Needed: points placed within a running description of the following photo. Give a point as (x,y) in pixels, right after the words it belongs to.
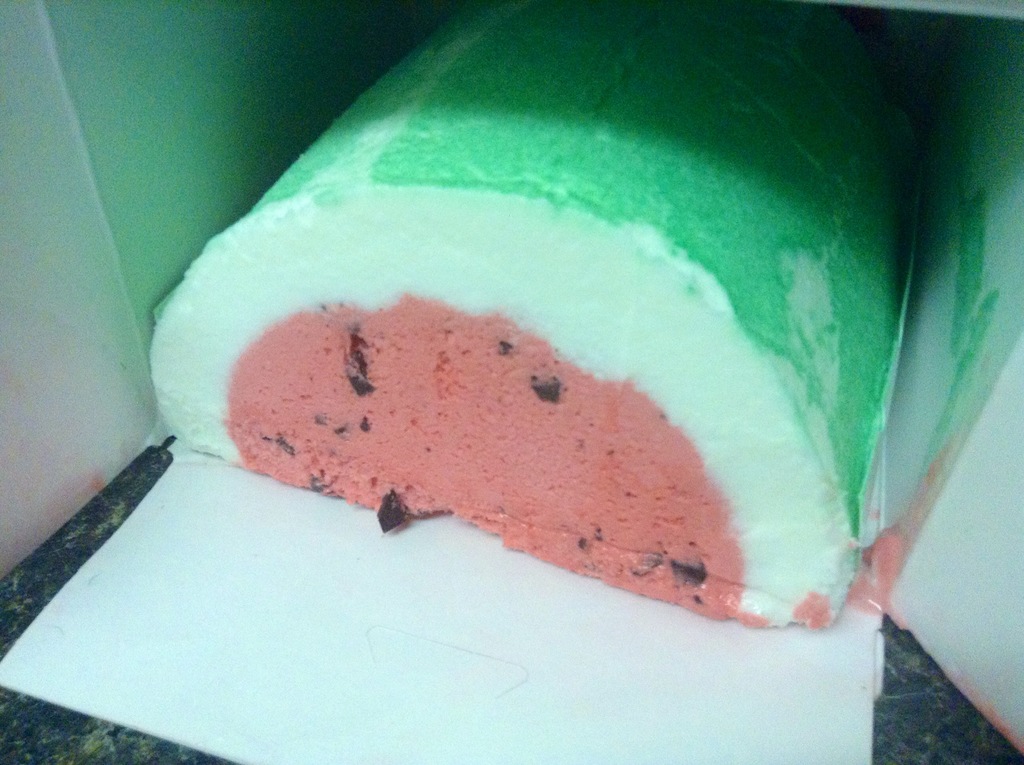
In this image we can see a cake (719,511) placed in the box (137,110). At the bottom (30,743) there is a surface (50,747).
